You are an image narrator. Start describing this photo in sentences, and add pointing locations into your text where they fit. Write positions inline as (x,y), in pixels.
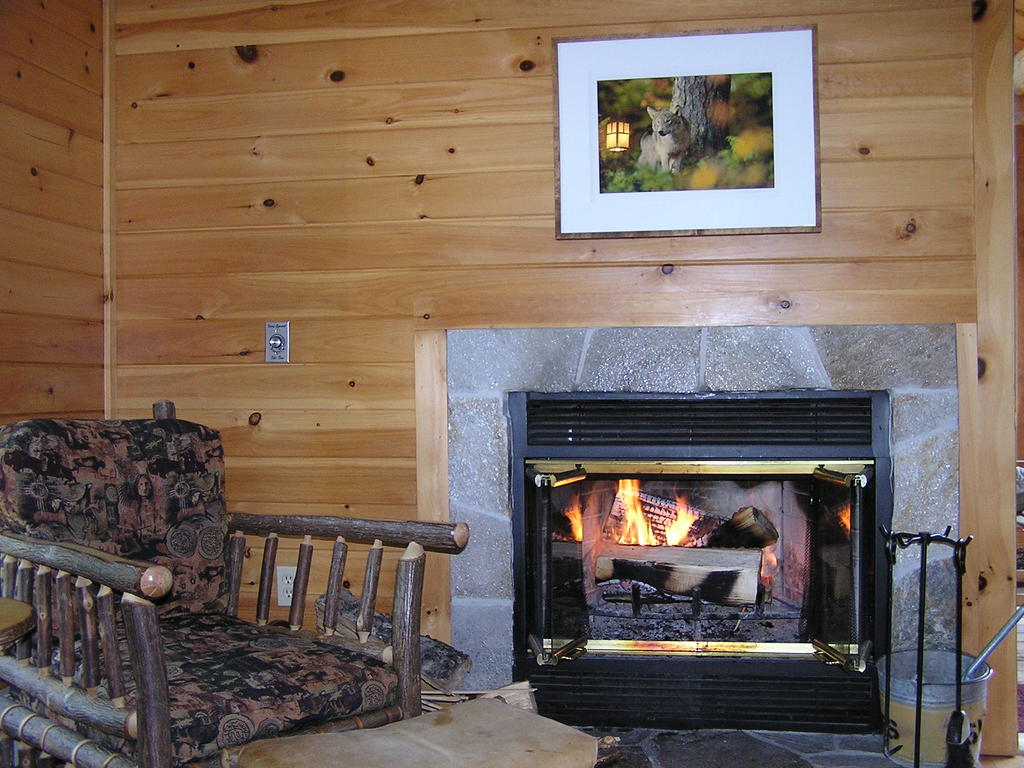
This is the picture inside of the room (516,660). At the left (157,558) there is a chair (76,521) and in the middle (669,512) there is a fire (686,526). At the top (612,57) there is a frame (721,92) on the wall (869,98). At the right (928,757) there is a bucket (946,687) and there is a wood (689,589) in the middle (645,505).
